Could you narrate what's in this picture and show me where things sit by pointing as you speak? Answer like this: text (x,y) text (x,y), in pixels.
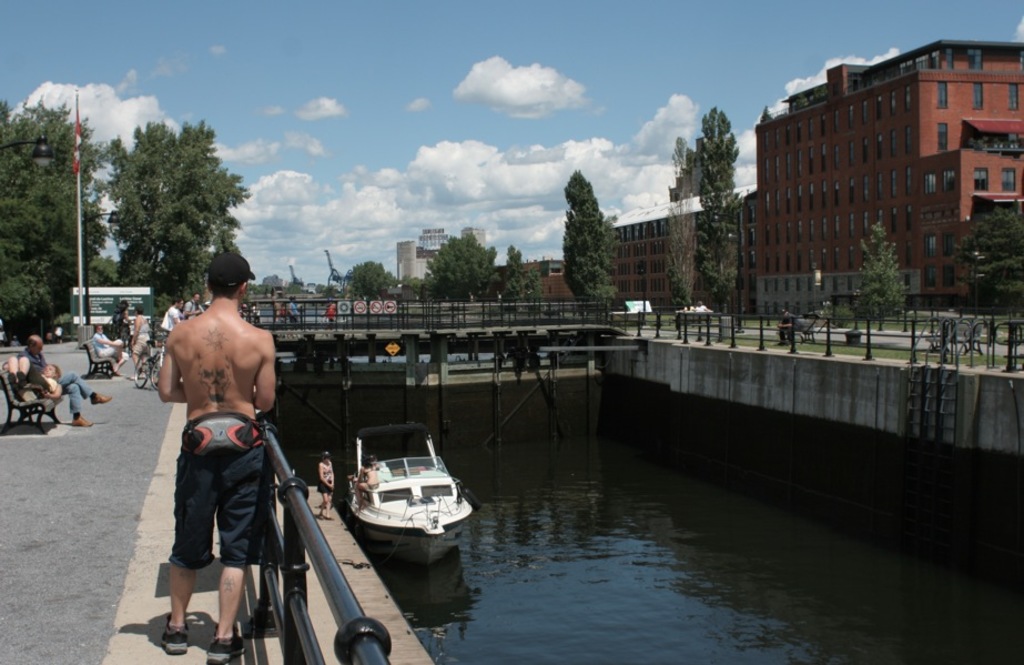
In this image there are buildings (856,195), trees (62,213), flag (77,128), pole (84,277), people (14,377), railings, boat (397,460), boards (140,306), water (500,520), benches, bicycle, cloudy sky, bridge (285,332) and objects (560,361). Something is written on the board (128,301). Among them few people (101,352) are sitting on benches (88,364).
